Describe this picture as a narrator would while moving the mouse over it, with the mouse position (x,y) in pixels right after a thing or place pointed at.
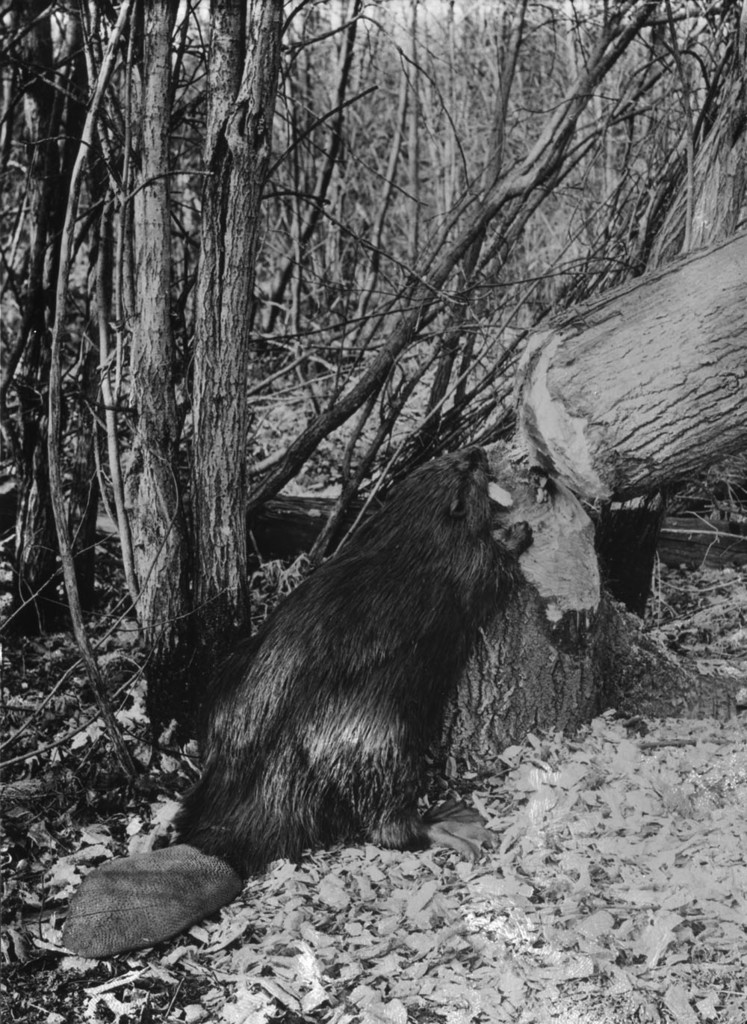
In this image I can see many trees (250,252) and the image is in black and white.
